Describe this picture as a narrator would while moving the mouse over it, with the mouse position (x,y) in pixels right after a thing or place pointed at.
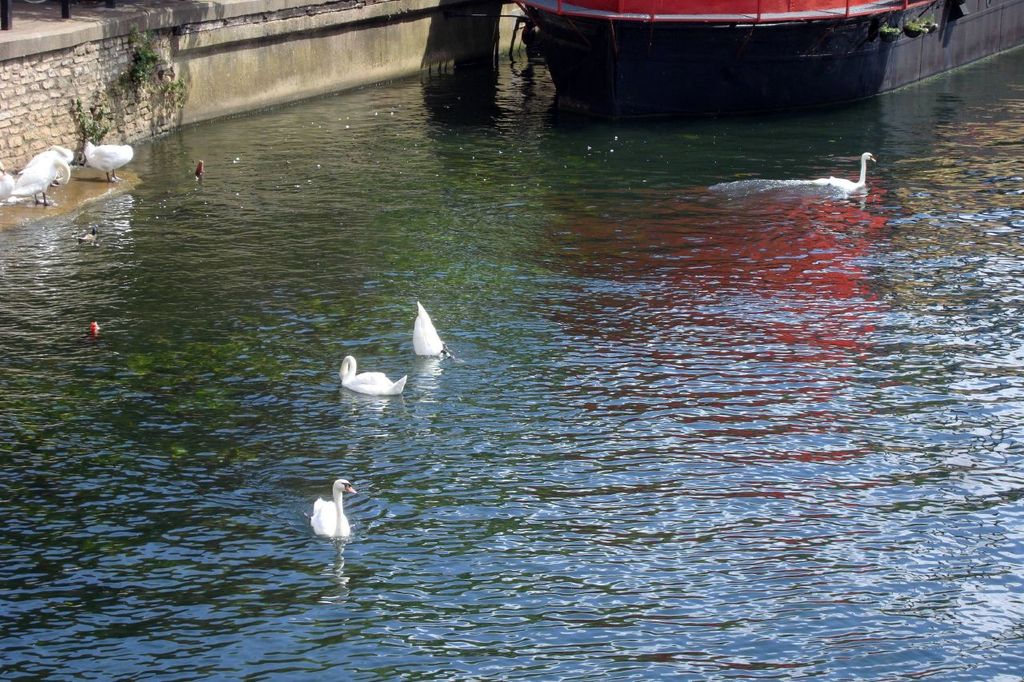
In this image we can see birds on the water (587,364) and there is a boat (809,4) and on the left side (90,153) we can see wall (51,103) and few birds (57,176) are standing on a platform (67,186) at the water (167,186).
